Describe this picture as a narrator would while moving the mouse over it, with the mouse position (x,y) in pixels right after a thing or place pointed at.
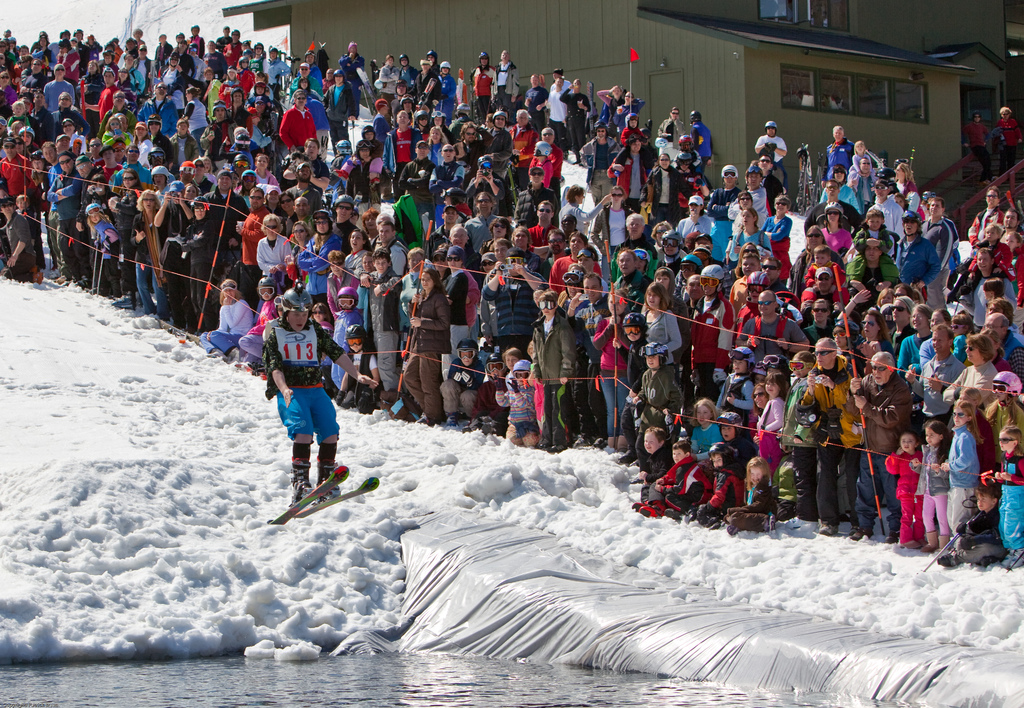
In this picture many people (282,261) standing and few are sitting and I can see buildings (732,82) in the back (601,25) and I can see a human (310,427) skiing on the snow (404,491).
